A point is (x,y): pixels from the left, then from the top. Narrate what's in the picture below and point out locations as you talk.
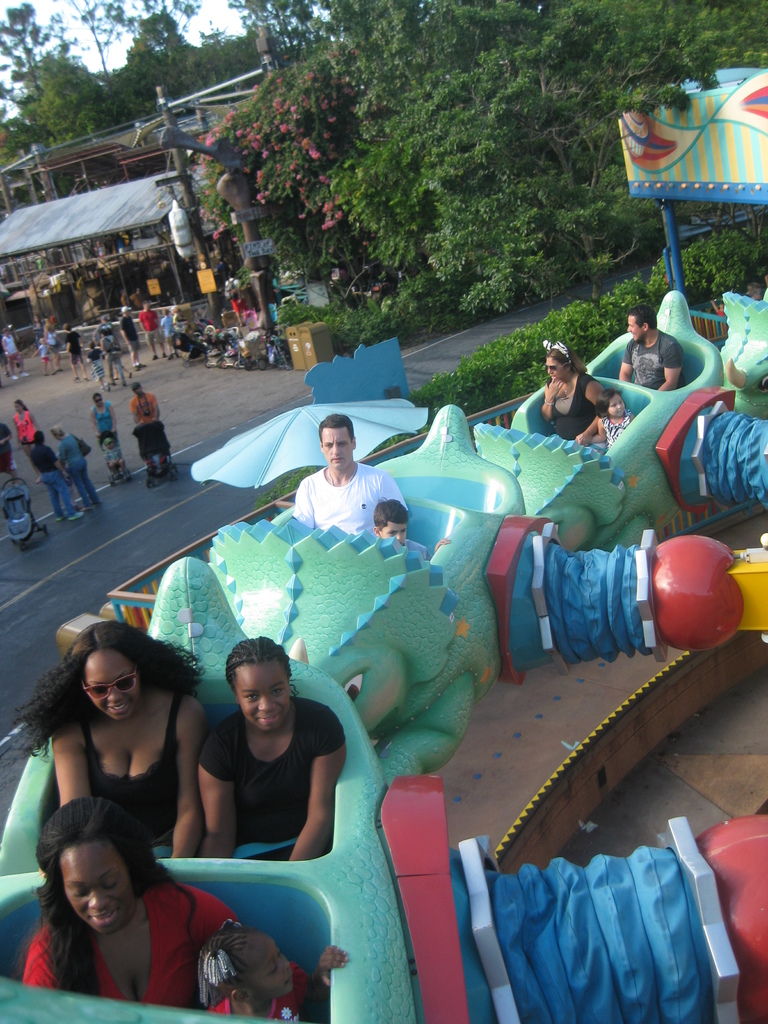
There are people (138,723) sitting as we can see at the bottom of this image (294,754). We can see a group of people (106,440), trees (309,245) and a shop (132,292) is in the background (221,267).
